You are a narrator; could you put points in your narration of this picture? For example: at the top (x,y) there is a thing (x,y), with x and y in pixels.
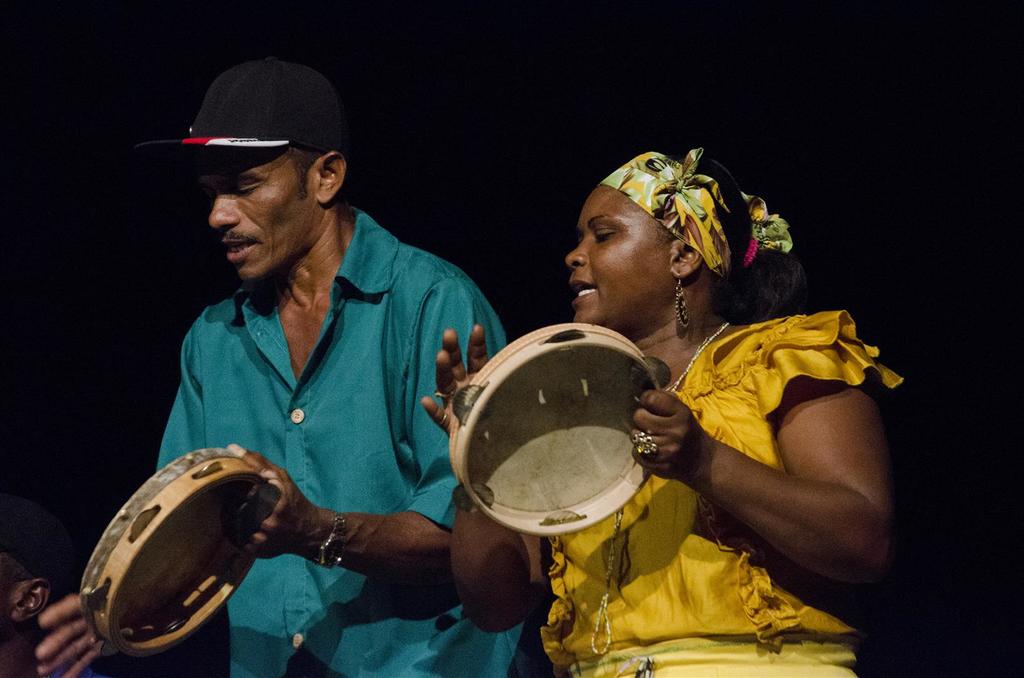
In this image we can see this person (253,345) wearing blue shirt (261,342) and cap (249,96) and this woman (588,315) wearing yellow dress (639,591) are playing musical instruments (213,460). Here we can see another person (58,565). The background of the image (105,6) is dark.
